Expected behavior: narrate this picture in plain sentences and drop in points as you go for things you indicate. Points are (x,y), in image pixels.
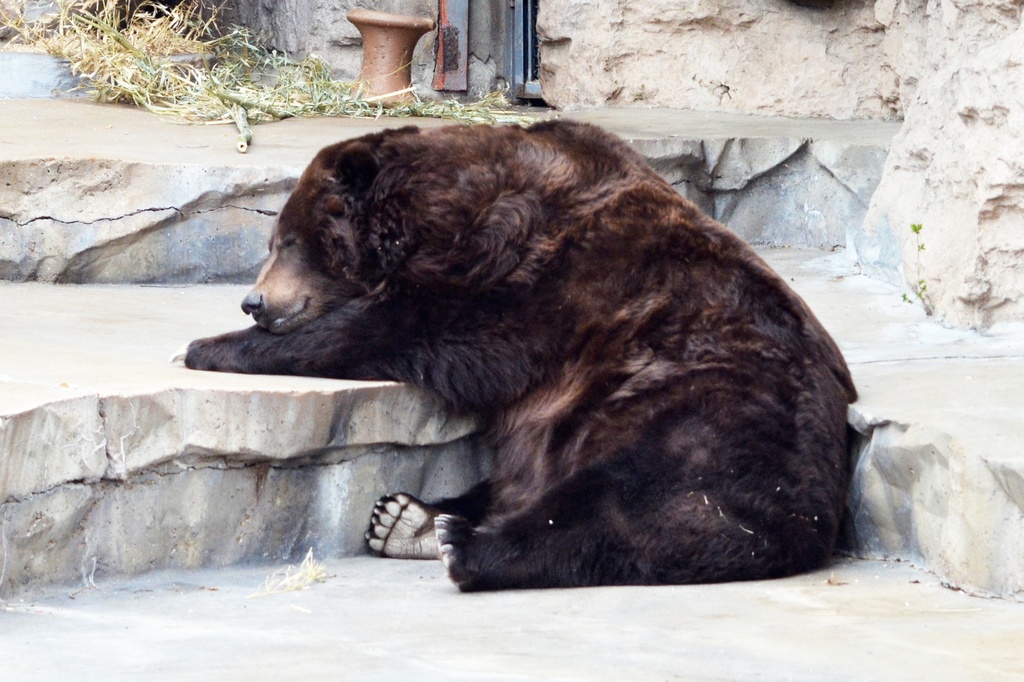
This picture is clicked outside. In the foreground (787,339) there is an animal (370,249) seems to be sitting on the ground (575,603) and we can see the rocks (185,169). In the background (373,81) we can see the grass (199,42) and some objects (369,38).
